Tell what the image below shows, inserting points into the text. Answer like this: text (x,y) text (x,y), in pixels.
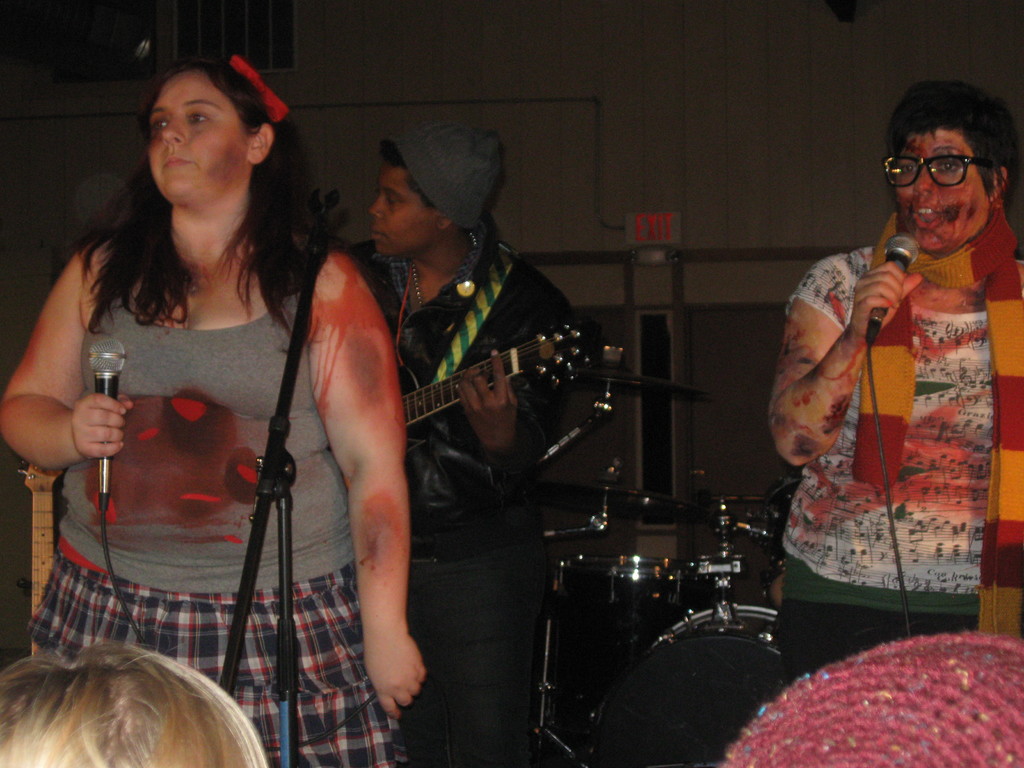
In this image there is a woman (196,208) standing by holding a mike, another person (435,451) standing and playing a guitar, another woman (993,95) standing and singing a song in the microphone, and at the back ground (772,436) there are drums (668,635), wall (660,311).
